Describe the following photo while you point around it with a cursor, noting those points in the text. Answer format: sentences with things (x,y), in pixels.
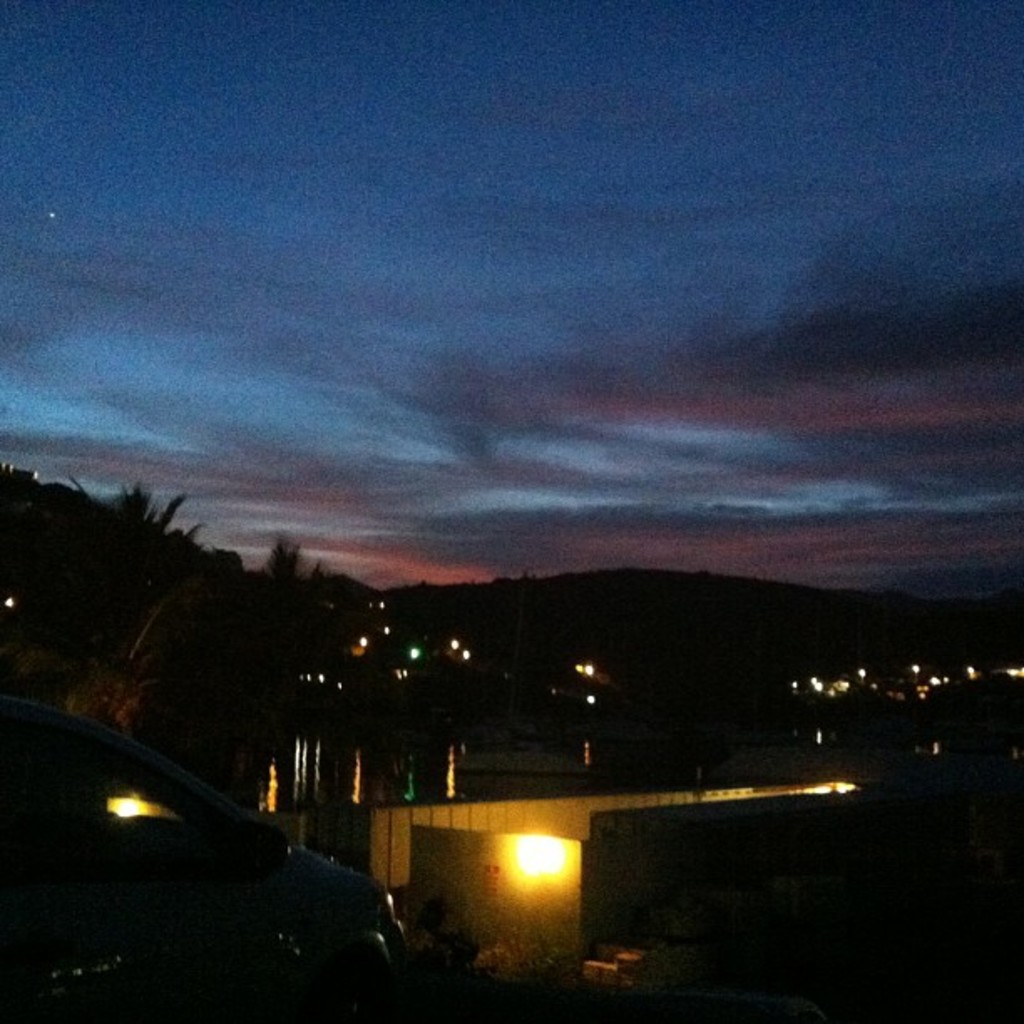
Here there are trees (185,583), this is car (196,876), this is light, where there is blue color sky (571,279).
